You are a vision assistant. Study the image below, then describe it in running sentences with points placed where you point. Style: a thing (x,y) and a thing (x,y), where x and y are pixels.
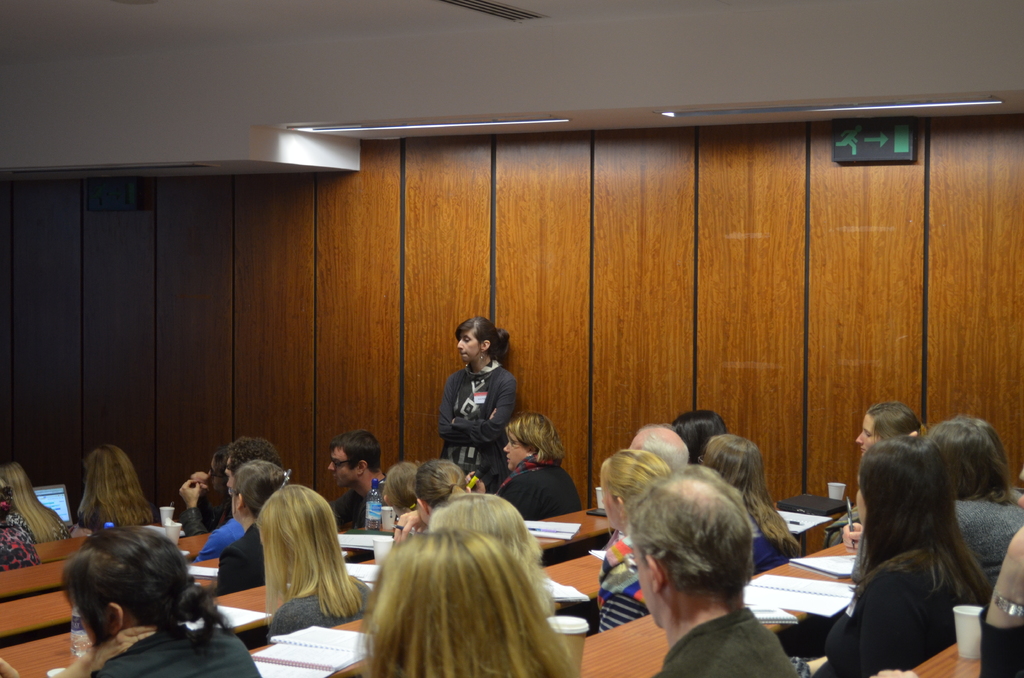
In this image there are people (650,554) sitting on the chairs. In front of them there are tables (255,650). On top of it there are books (298,651), cups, bottles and a laptop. In the background of the image (488,302) there are sign boards (866,154) on the wall (541,279). In front of the wall (433,420) there is a person (486,387) standing. On top of the image (788,107) there are lights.
